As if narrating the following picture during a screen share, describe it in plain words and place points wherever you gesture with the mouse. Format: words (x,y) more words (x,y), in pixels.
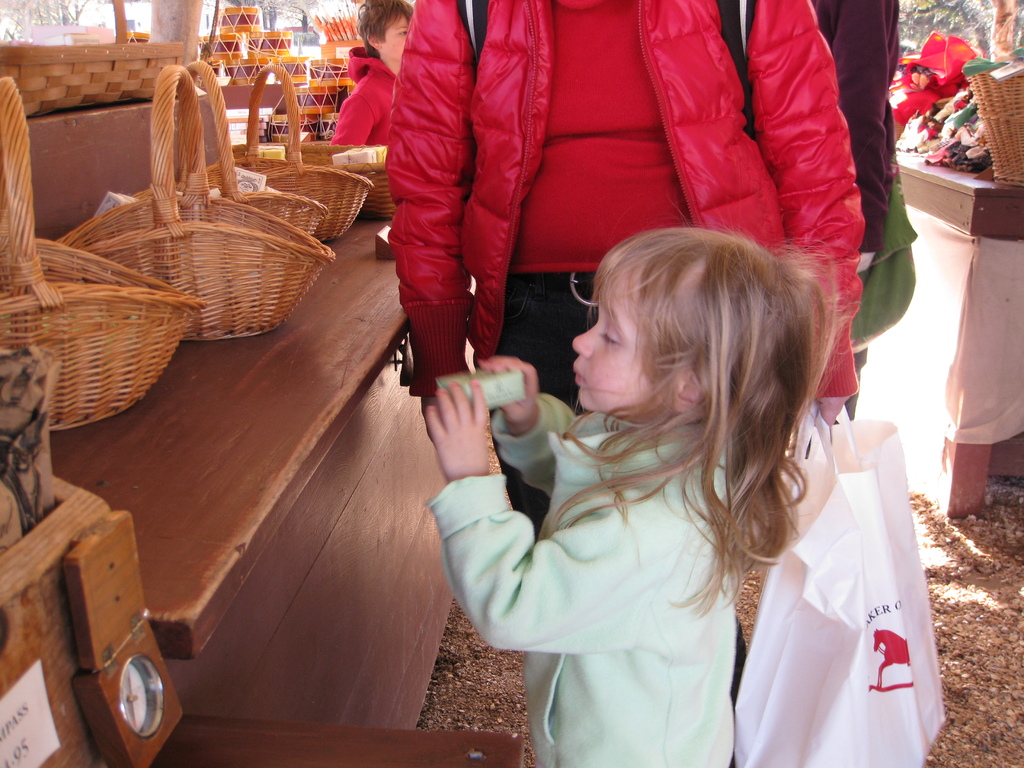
In the image we can see there are people (667,441) who are standing on the floor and the person (812,400) is holding a white plastic cover (859,532) and wearing red colour jacket (527,158) and on table (93,427) there are baskets (214,267).
